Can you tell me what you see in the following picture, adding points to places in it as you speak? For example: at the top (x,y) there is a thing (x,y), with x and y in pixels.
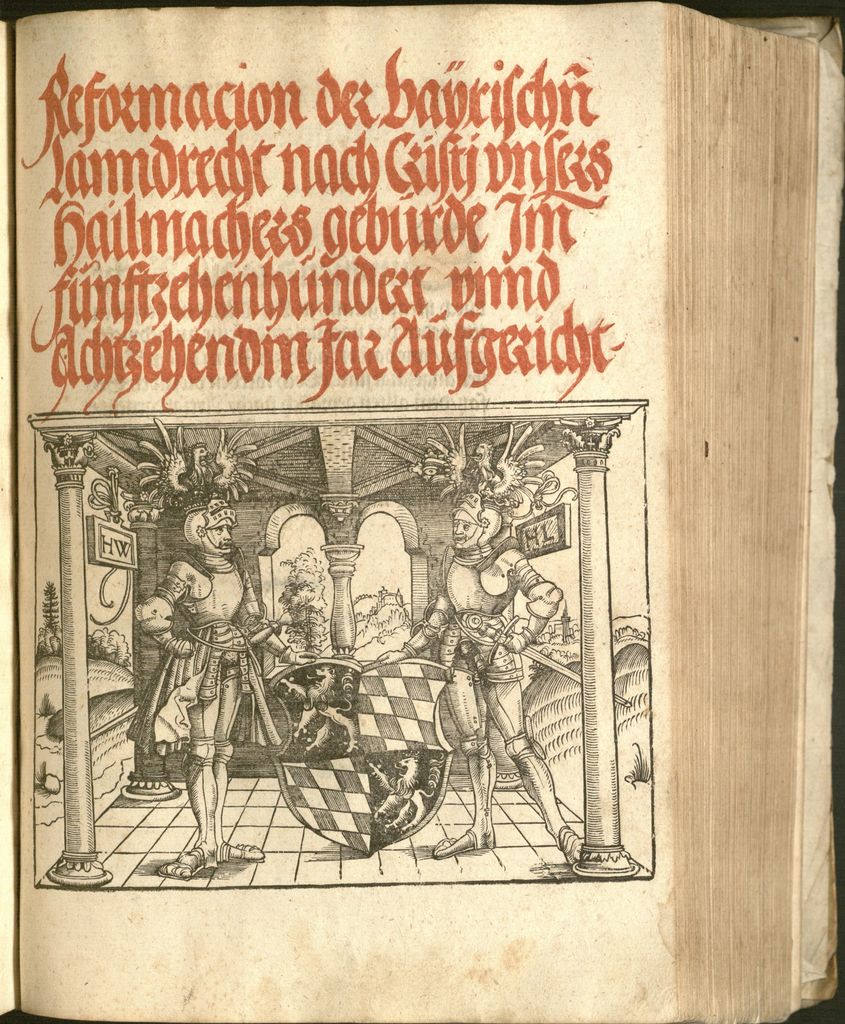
In this image there is a book (512,819) which has a picture (386,764) of two persons (257,628) standing in front of each other and there is something written above it.
